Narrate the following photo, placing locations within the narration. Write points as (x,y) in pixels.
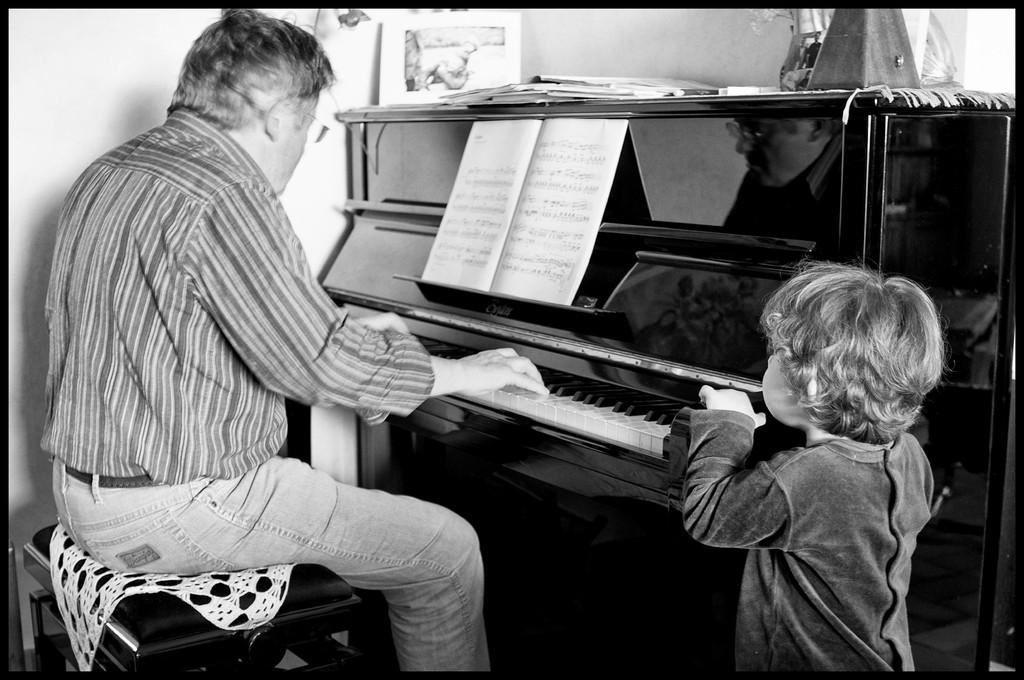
The person (180,337) sitting in a stool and playing a piano (421,335) and there is a book (497,220) in front of him and there is a kid (813,368) beside him.
